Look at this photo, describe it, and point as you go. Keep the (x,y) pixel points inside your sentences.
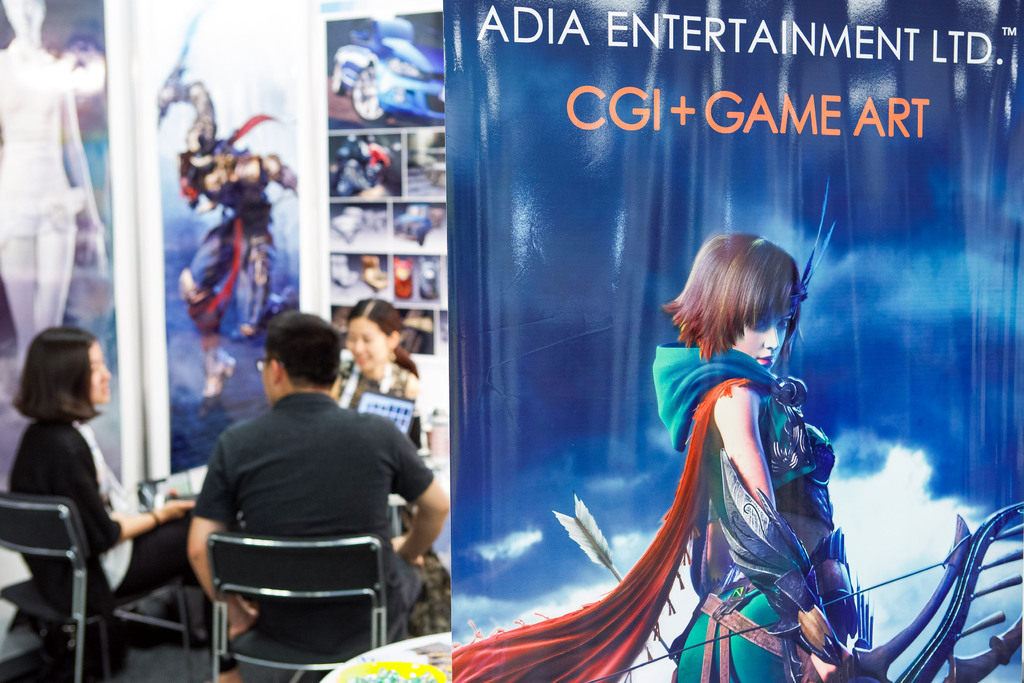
This image is clicked in a room (12,582). There are three persons (99,563) in this image. To the left (72,496), the woman (70,479) sitting in a chair (70,527) is wearing black jacket (103,503). In the background (57,274), there is a wall (309,136) on which posters (212,146) are pasted. To the right (859,405), there is a banner (893,261) in blue color.
